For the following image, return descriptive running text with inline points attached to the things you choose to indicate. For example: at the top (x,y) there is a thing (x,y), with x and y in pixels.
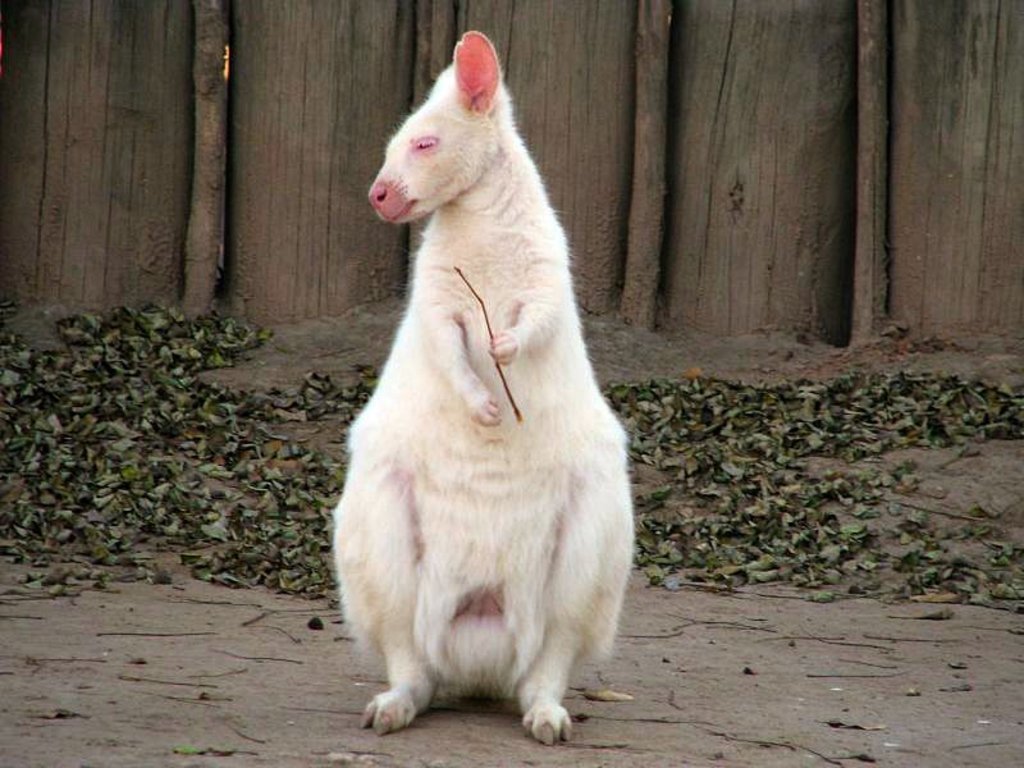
In this picture there is an animal (532,579) standing and holding the stick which is in white color. At the back (682,214) there is a wooden fence (988,140). At the bottom (823,596) there are dried leaves (93,460).
